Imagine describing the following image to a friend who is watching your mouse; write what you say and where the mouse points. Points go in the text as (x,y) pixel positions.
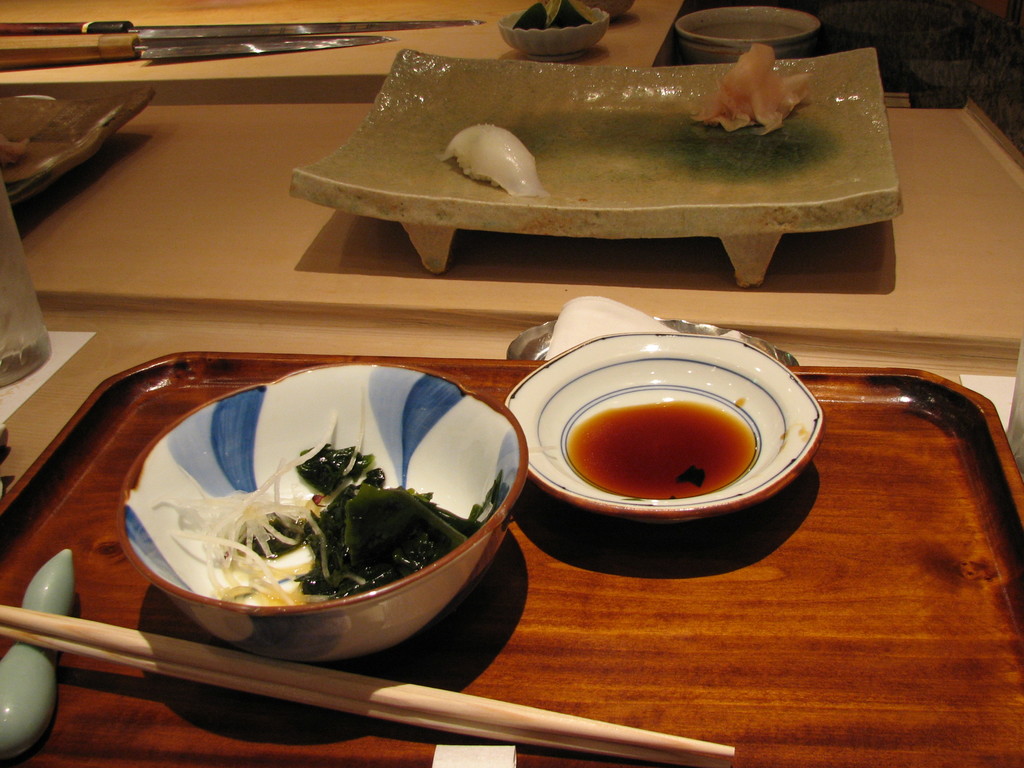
This is the picture of a table (136,363) on which there are something placed like bowl (422,423), cups (629,379) on the tray (952,465) and on the other table (288,70) there is a stand (589,122) on which things (722,96) are placed.
